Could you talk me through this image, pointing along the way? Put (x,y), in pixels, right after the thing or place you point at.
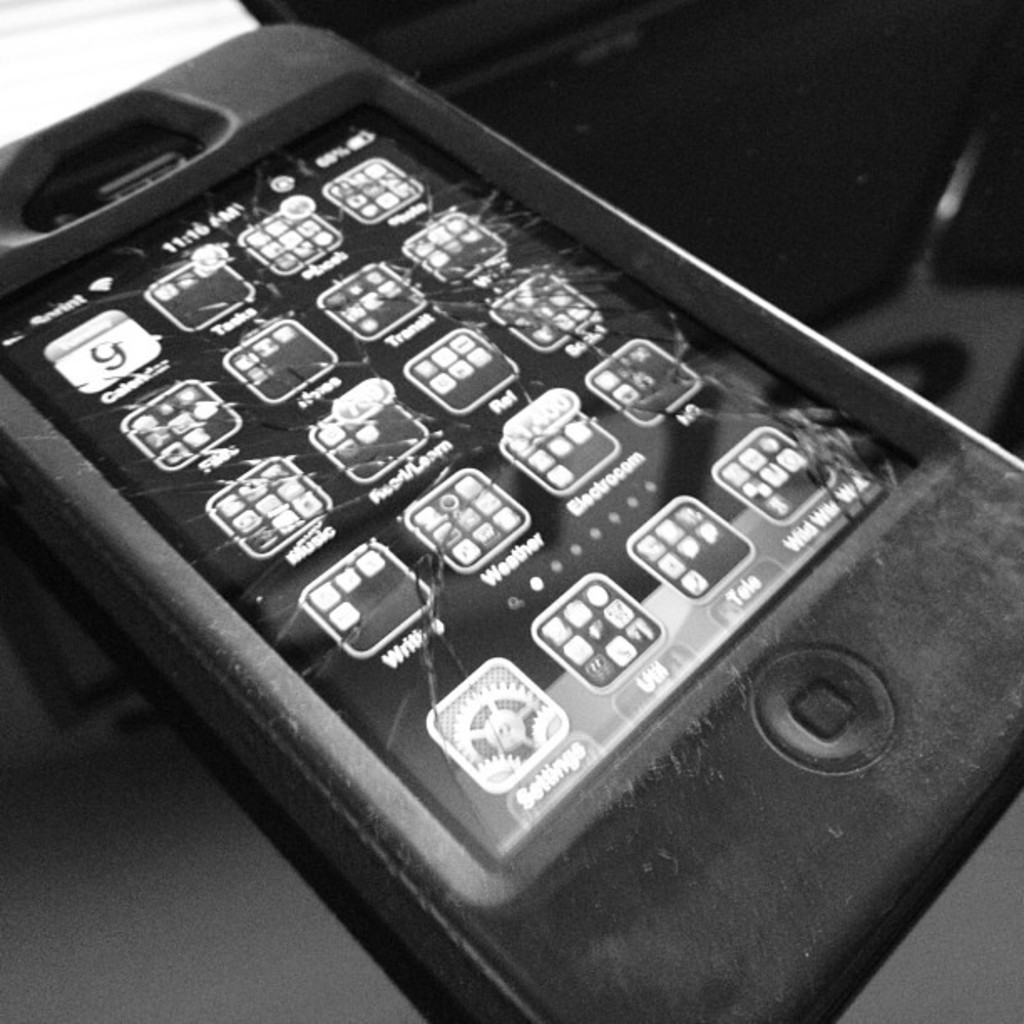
It is a black and white image. In this image there is a mobile (413,547) with logos (138,361) and apps (485,346). Beside the mobile (703,284) there is some object (816,192).
